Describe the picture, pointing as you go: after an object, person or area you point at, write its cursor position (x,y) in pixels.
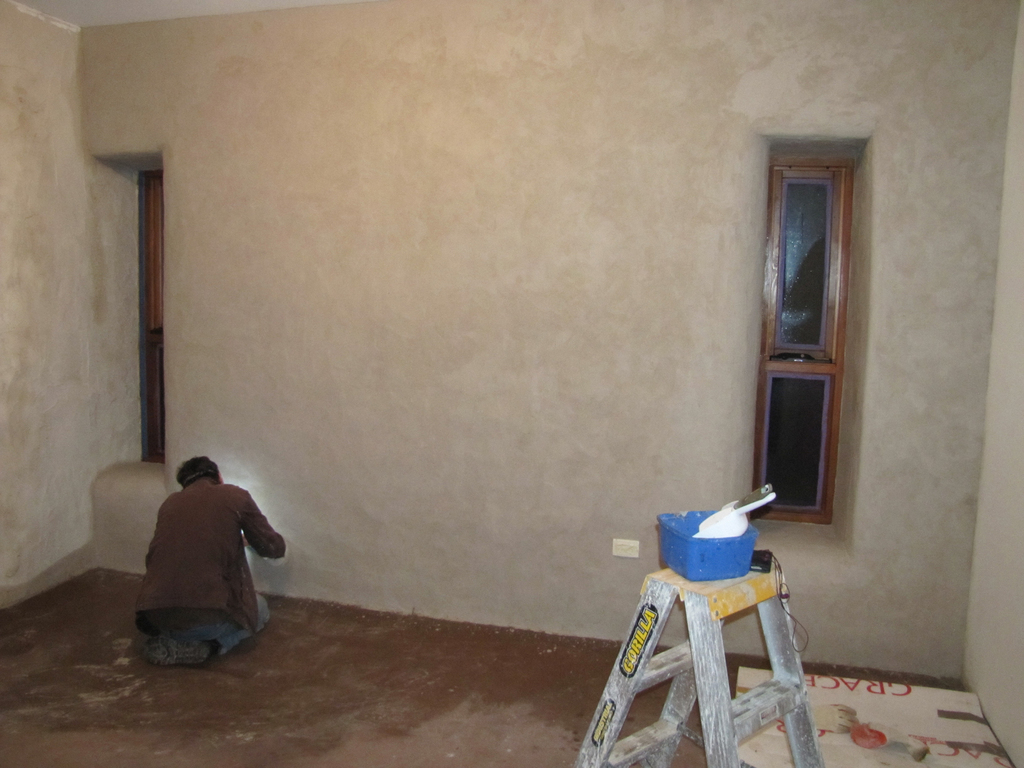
Here in this picture, on the left side (193,553) we can see a person (204,550) sitting on the floor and doing something and on the right side (738,598) we can see a ladder (724,611), on which we can see a plastic box (685,568) present and on the wall (665,346) we can see windows (807,407) present.
